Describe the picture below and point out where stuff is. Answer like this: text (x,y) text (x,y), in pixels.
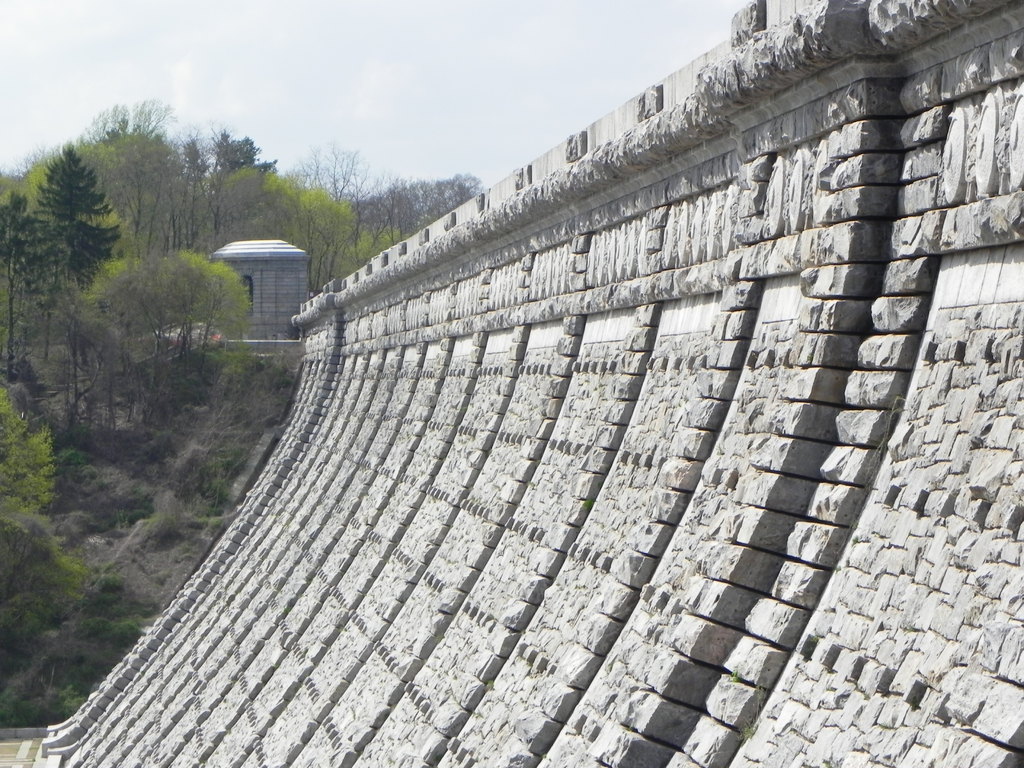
In this image we can see wall (670,349), creepers (74,620), trees (116,247) and sky (228,61).
